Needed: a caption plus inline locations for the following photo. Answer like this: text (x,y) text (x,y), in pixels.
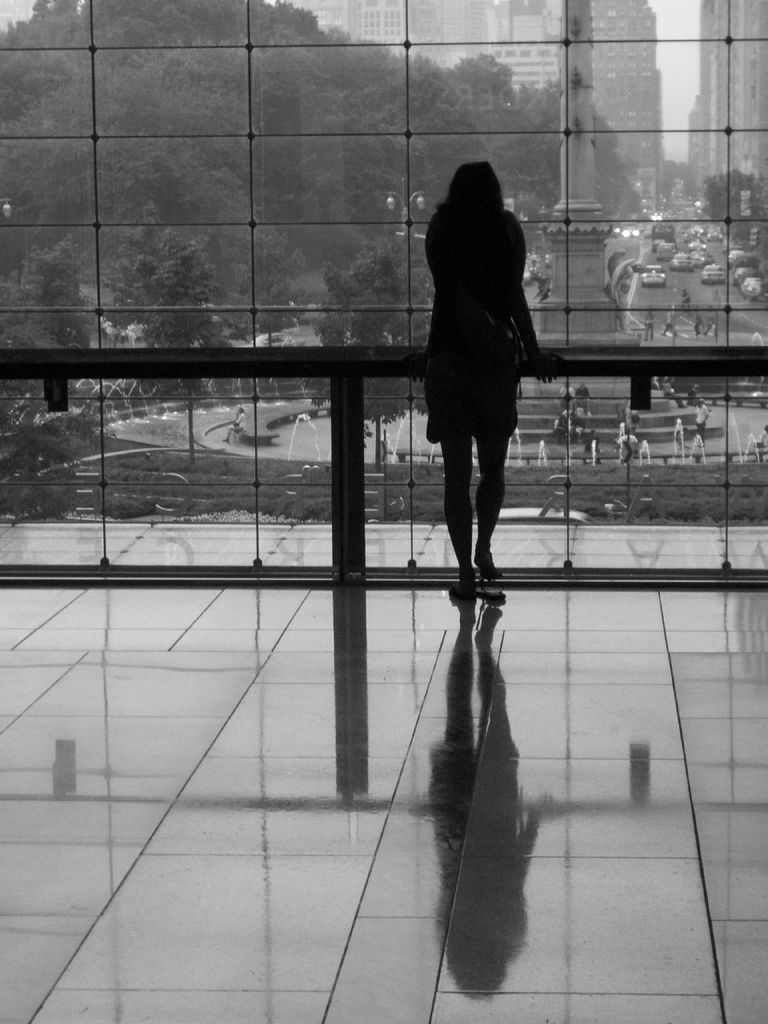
This picture seems to be clicked inside the hall (529,943). In the center (503,376) we can see a person (496,252) standing on the ground (448,609) and we can see the glasses (625,47) of the building (99,484) and through the glasses (624,56) we can see the sky (674,17), buildings (718,61), vehicles (693,254), trees (401,286), group of people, fountains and many other objects (558,386).
